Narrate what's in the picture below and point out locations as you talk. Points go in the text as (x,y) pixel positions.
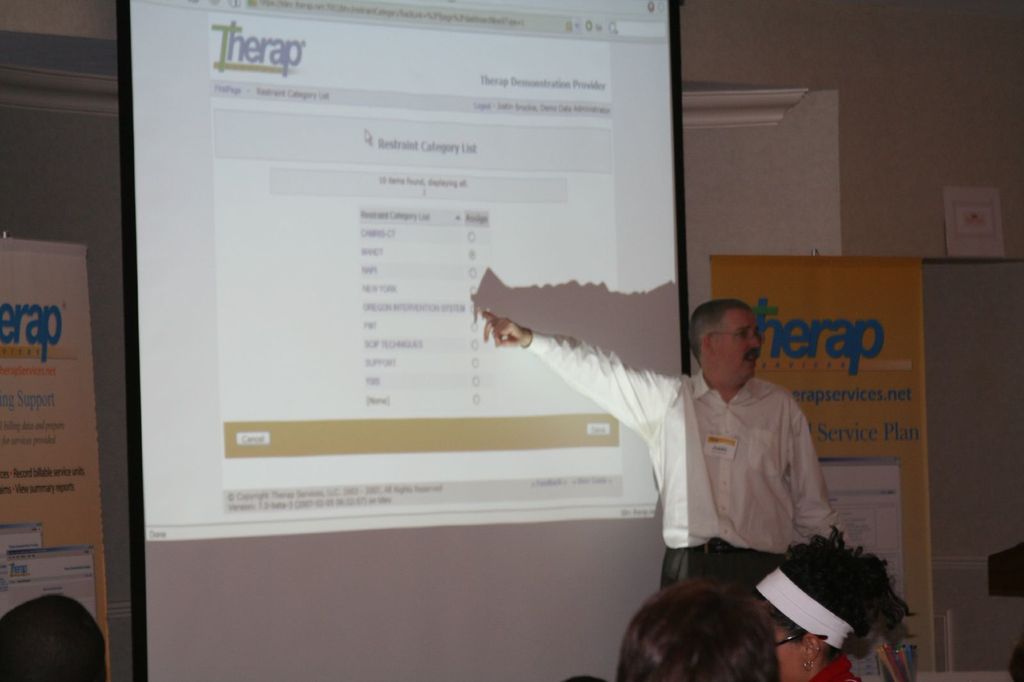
At the bottom of the image (692,636) there are persons heads (774,635). To the right side of the image (762,542) there is a person (741,419) standing. In the background of the image (138,132) there is projector screen (140,296), wall (886,103), banners (63,245).
